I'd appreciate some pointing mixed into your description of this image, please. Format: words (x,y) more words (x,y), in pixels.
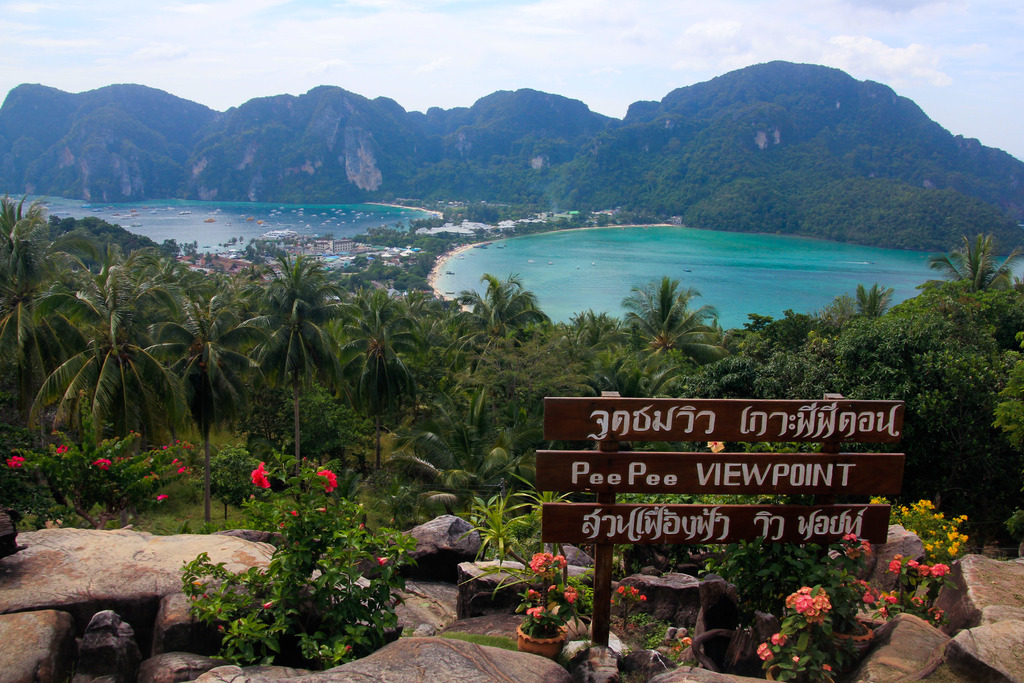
In this picture there are flower plants (343,625), stones (105,556), and a sign board (785,439) at the bottom side of the image (579,537) and there are trees (294,399) in the center of the image (462,441), there are mountains (506,105) and water (305,216) in the background area of the image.
